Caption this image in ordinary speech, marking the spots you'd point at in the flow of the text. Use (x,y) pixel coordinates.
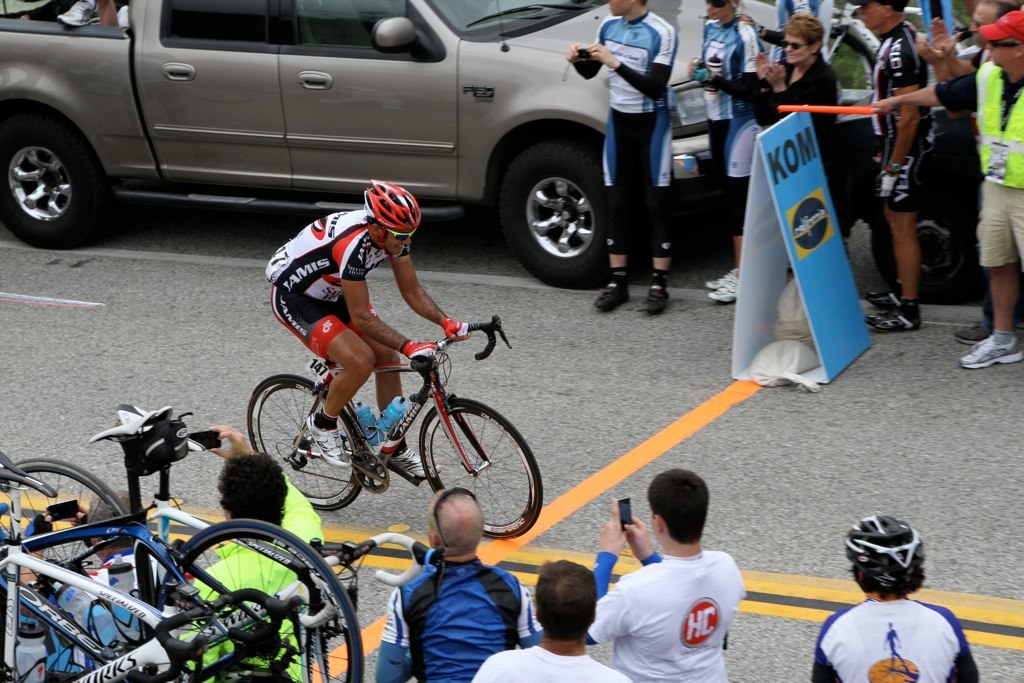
In this image there is a man (306,310) riding a bicycle (502,339) in a street (890,415) and the back ground (558,197) there is car (547,188), hoarding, group of persons (883,199) standing, mobile (628,510), group of bicycles (318,552), bottles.
